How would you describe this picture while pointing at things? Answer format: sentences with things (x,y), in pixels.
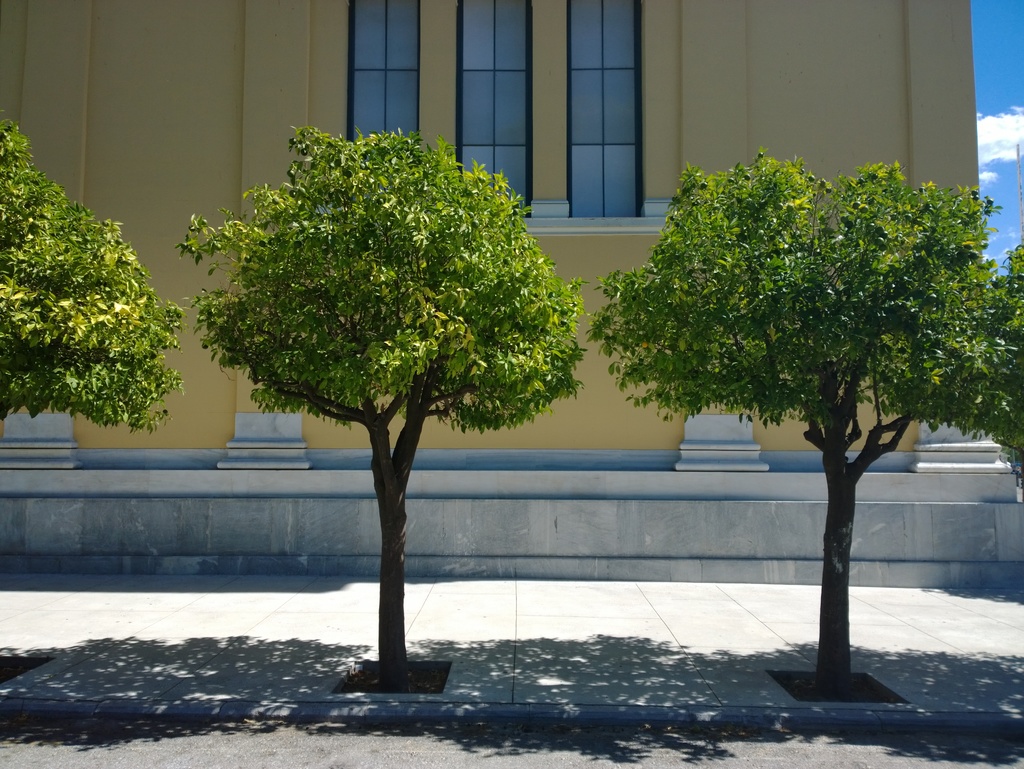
In this image in the center (375,373) there are trees (290,402). In the background (480,116) there is a building (762,116) and the sky (979,123) is cloudy.
